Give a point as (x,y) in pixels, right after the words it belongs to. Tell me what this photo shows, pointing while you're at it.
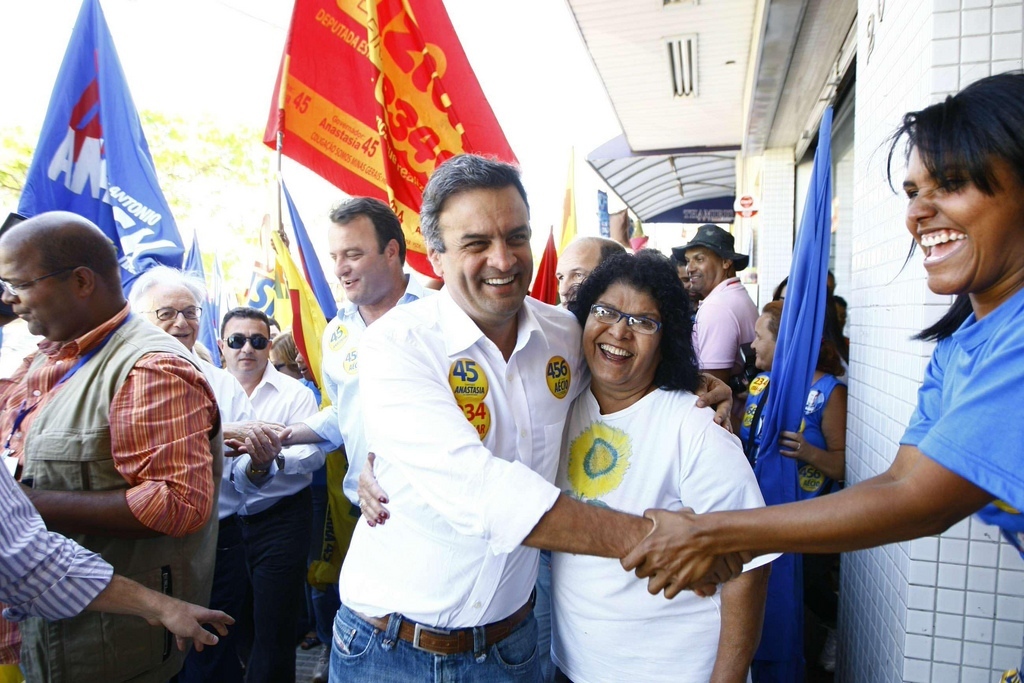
In this image we can see there are a few people (127,306) standing and holding some flags (290,264) and some are shake handing to each other with a smile on their face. On the right side of the image (791,169) there are some buildings (854,321).
